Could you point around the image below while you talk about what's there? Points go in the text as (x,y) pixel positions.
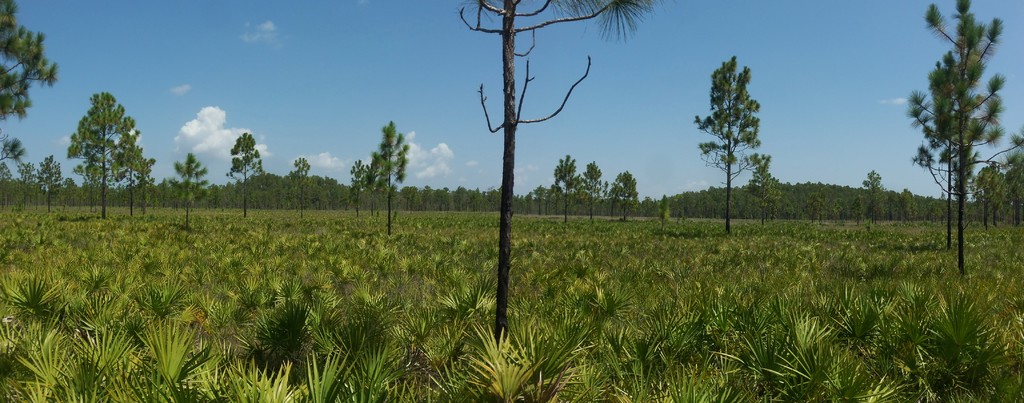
This picture might be taken outside of the city. In this image, we can see some trees (1000,216) from right side (961,236) to left side (106,206). In the background (274,189), there are some trees (810,195). On the top (675,93), we can see a sky (678,138), at the bottom (672,330), we can see some plants (426,353).
